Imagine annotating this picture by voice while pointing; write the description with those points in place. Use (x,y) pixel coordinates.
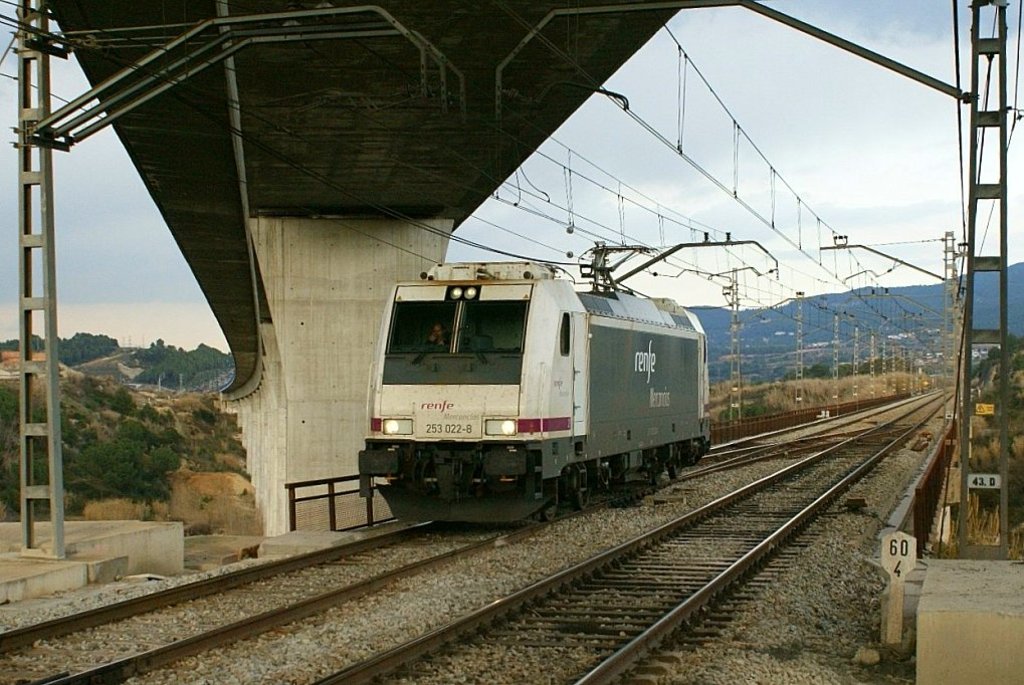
This is a locomotive (548,430), which is on the railway track (204,618). I think this is a flyover (297,209) with the pillars (289,405). These are the current poles (968,487) with the current wires (482,249). I can see the hills (132,415) with the trees (165,419). This is the sky (860,77).
